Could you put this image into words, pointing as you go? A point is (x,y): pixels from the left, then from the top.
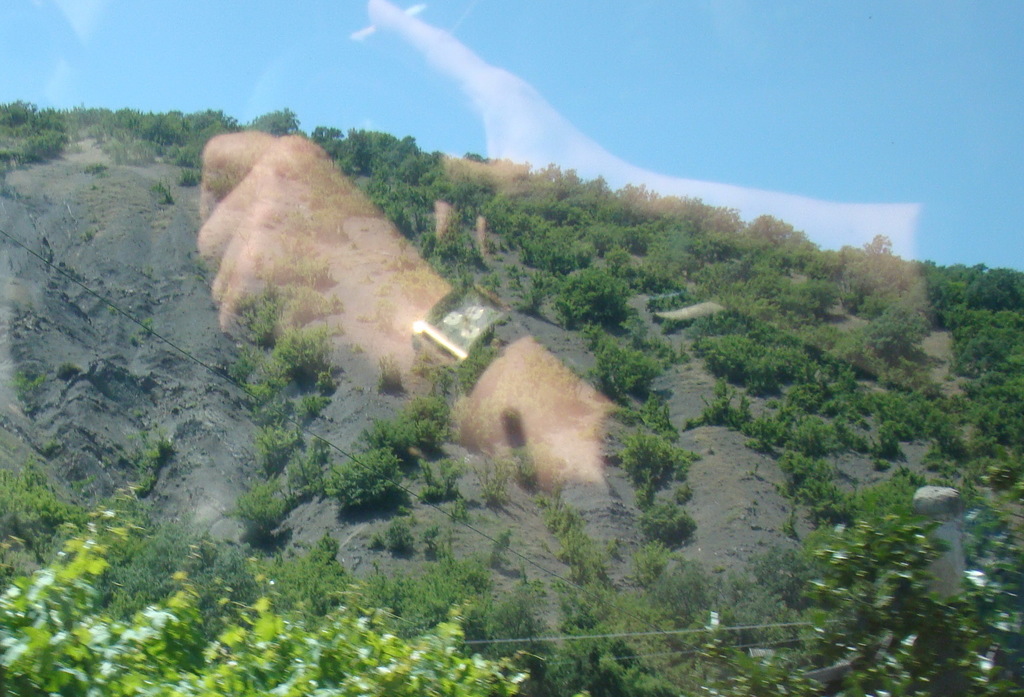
In this picture I can see there is a hand reflection (299,218) and there is a mountain (291,538) and trees (306,598) and the sky (48,68) is clear.
